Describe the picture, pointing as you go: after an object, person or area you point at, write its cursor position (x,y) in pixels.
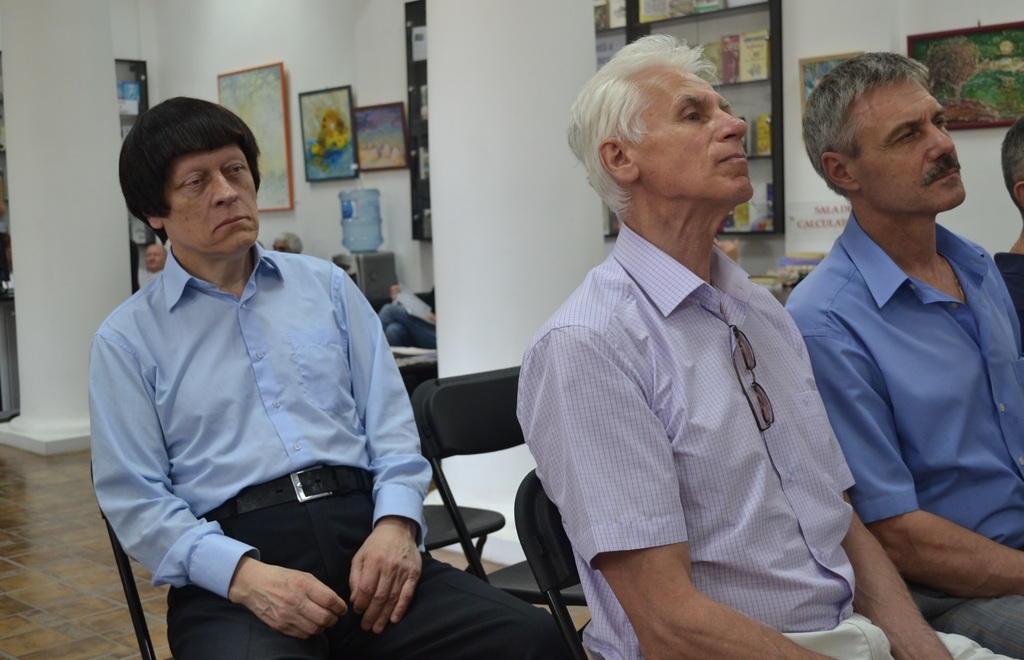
In this picture there are three people (393,519) sitting on the chair (532,513) and there is an unoccupied chair (462,513) in the background (461,517). In the background (337,127) we observe many photo frames (316,149), water filter (370,232) and a wooden shelf (425,178) filled with note books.
